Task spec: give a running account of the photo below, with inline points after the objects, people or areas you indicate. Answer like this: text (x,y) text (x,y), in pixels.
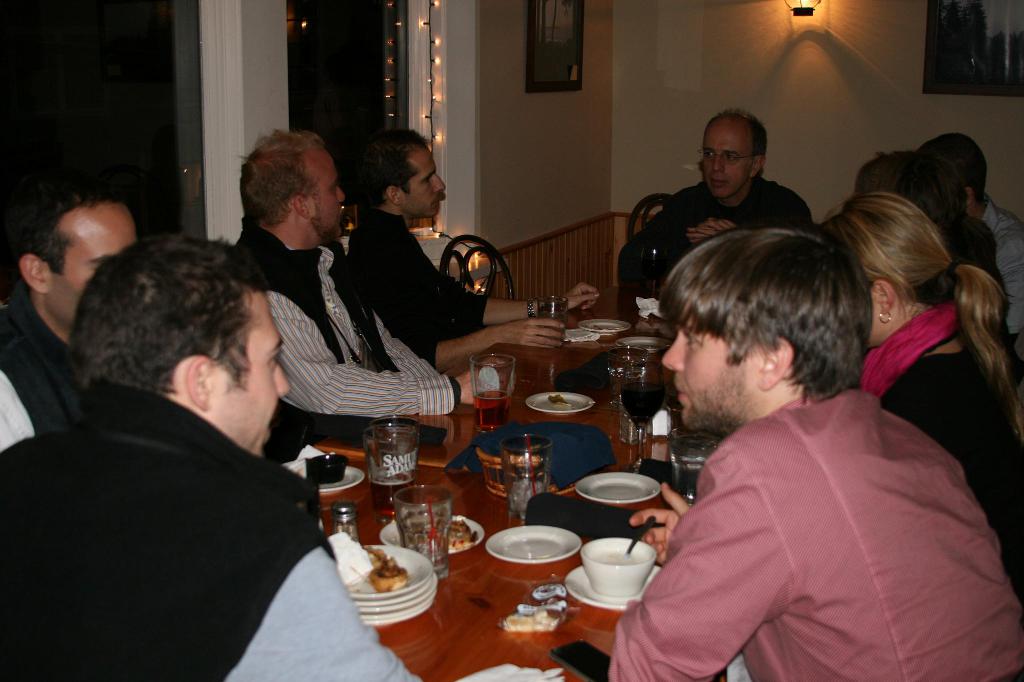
In this image there are group of people (113,560) sitting on the chair (476,273). In front of people (411,268) there is a table (444,583) and on the table (390,629) there are plate (404,607), food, glass (426,529), cloth (559,456) and the backside there is window (351,62) and the frame (567,72) attached to the wall (698,75). There is a light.
